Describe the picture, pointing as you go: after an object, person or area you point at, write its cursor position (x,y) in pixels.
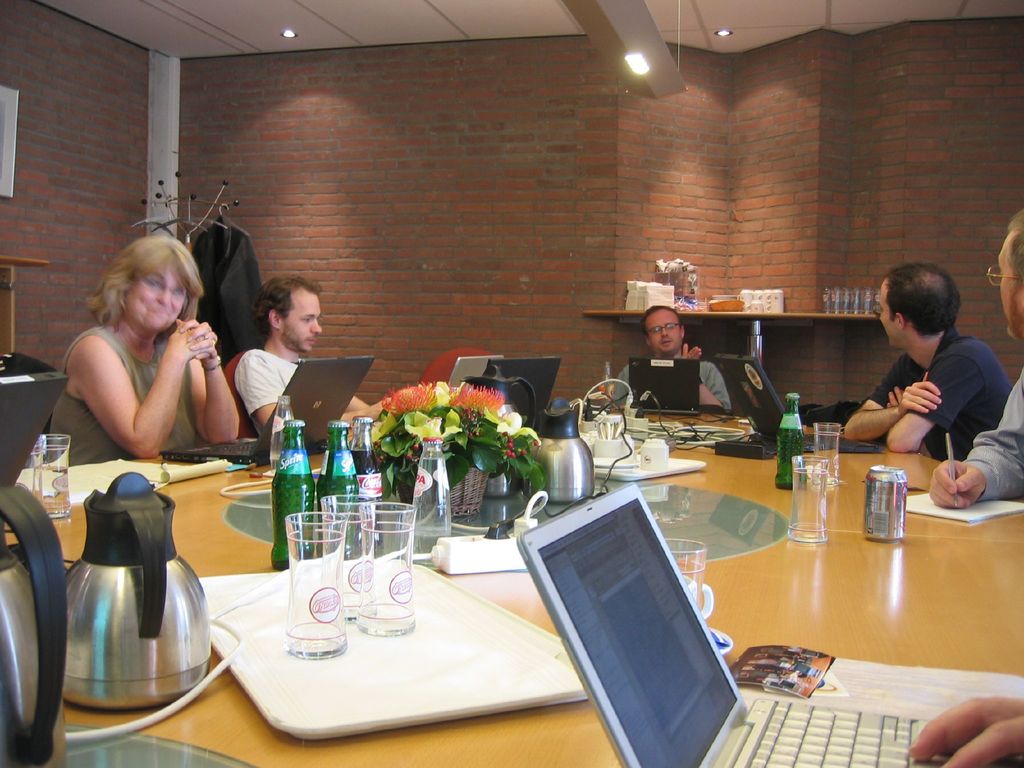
These persons (970,356) are sitting. We can see bottles (441,484), glasses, kettles (545,454), flowers (466,424), basket (467,489), laptops (808,721), cables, tray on the table (228,731). On the background (429,120) we can see wall (710,206), hanger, cloth (238,264), things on the table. On the top (656,73) we can see lights (633,71).
